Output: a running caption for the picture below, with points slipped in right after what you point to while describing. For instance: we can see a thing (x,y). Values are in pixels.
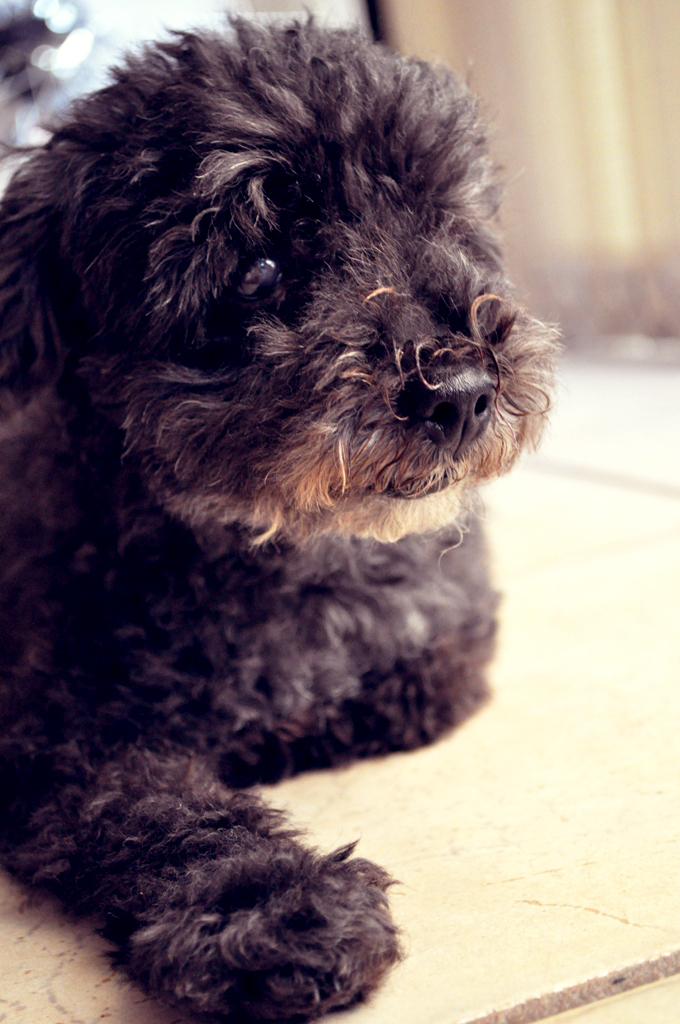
In the picture there is a dog (288,832) present on the floor (585,886), behind there maybe a curtain (581,149) present.
